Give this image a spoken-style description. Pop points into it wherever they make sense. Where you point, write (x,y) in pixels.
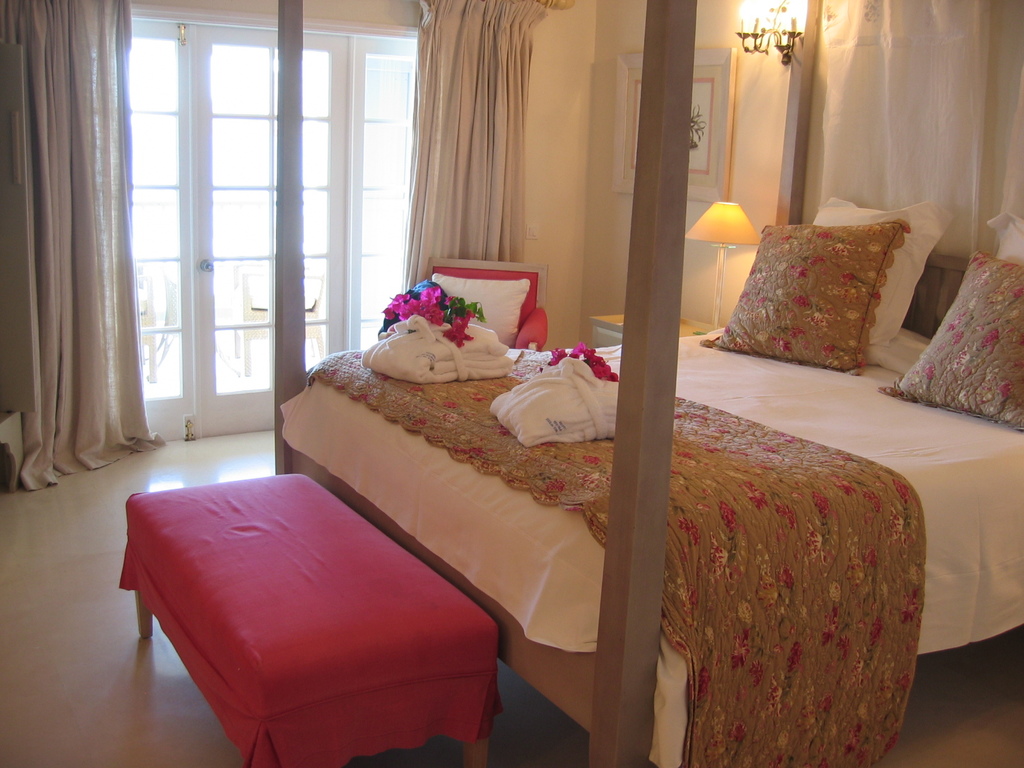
In this image there is a bed (488,481), on top of the bed (491,445) there are pillows (846,340) and towels (453,378), in front of the bed (433,417) there is a bench (273,547), beside the bed (389,531) there is a lamp (731,212) on the table (620,331), above the lamp (708,215) there is a photo frame (729,131), above the photo frame (727,94) on the wall (755,67) there is a lamp (761,39), beside the bed (469,403) there is a glass door (258,239) with curtains (126,159) on it.
